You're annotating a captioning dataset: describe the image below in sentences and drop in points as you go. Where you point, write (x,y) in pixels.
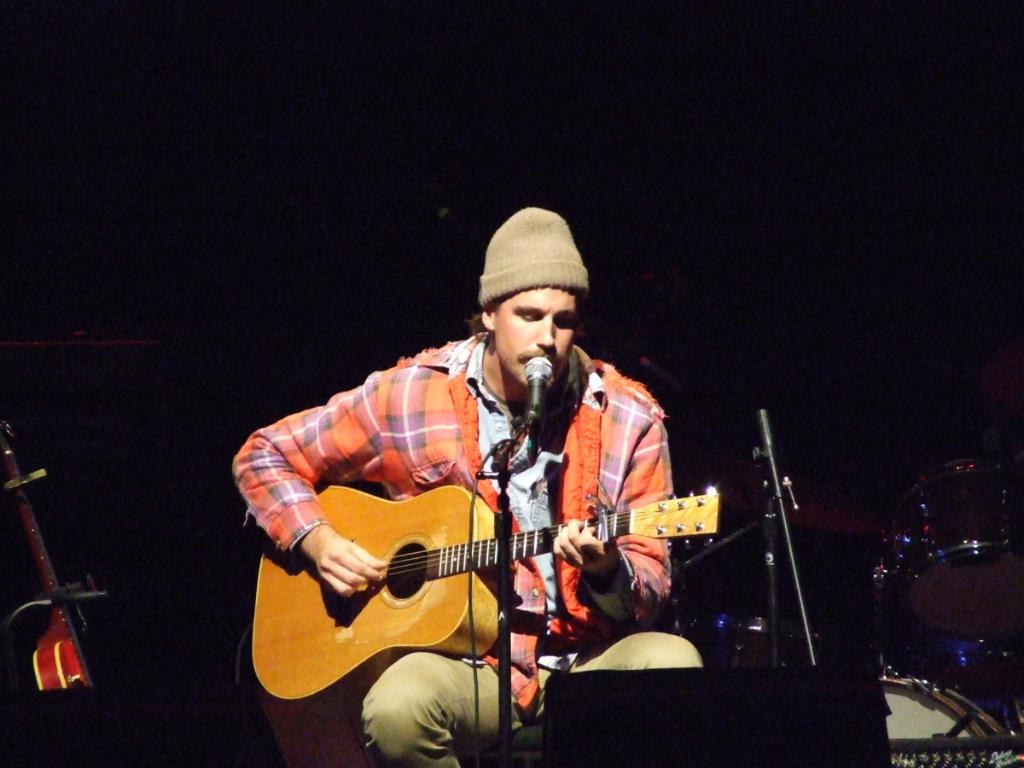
Here we can see a guy (325,532) sitting on a chair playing a guitar (477,535) with microphone (534,375) in front of him and beside him we can see some other musical instruments (919,470).
